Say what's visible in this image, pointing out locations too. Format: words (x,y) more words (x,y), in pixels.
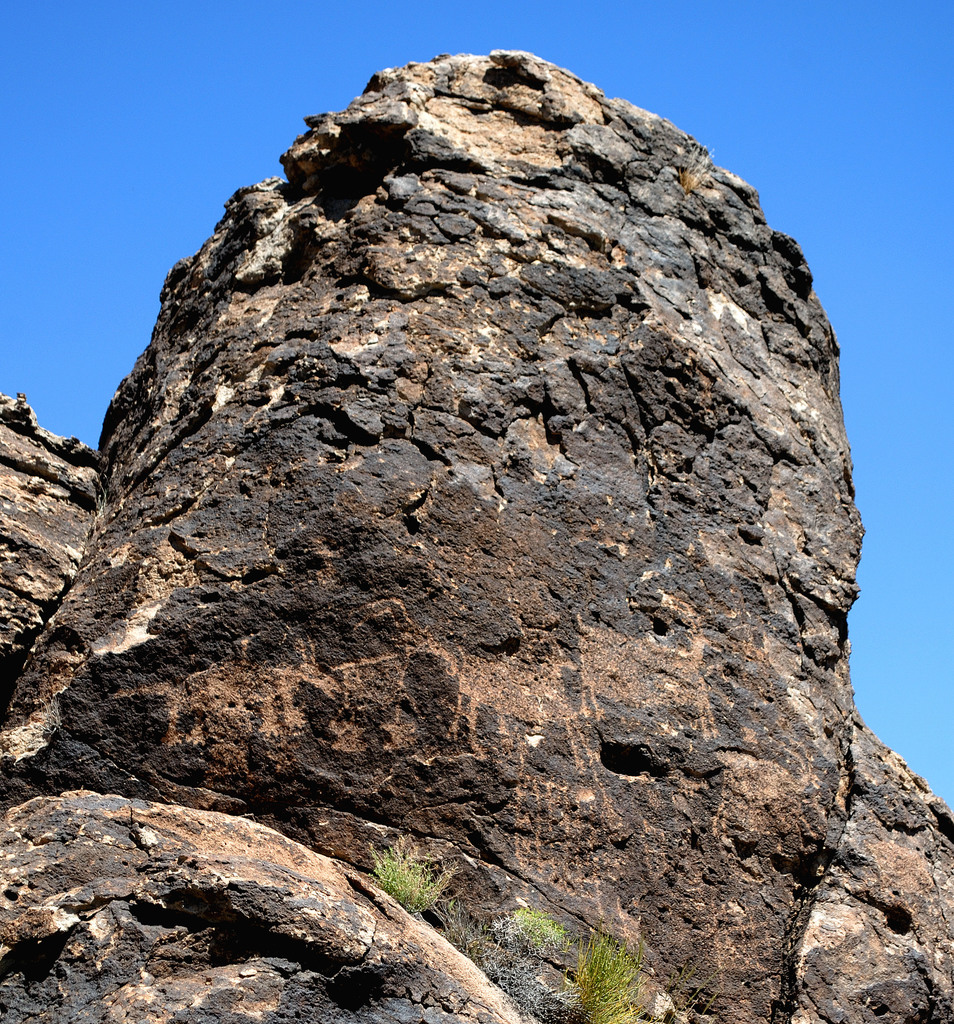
In the center of the image (473,409), there is a rock (499,727).
